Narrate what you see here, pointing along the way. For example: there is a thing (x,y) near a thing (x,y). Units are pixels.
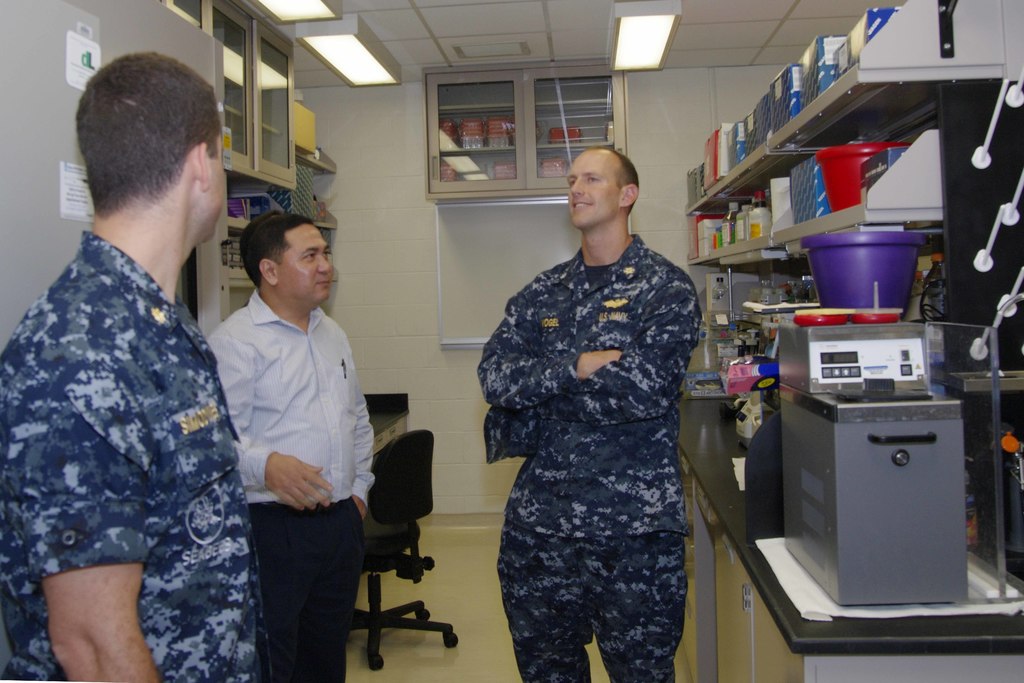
This picture is clicked inside the room (337,201). Here, we see people (671,462) standing. On the right corner of the picture (784,446), we see a table (734,431) on which machine (811,490) and plastic covers (742,377) are placed. Beside that, we see a rack (811,126) in which many plastic boxes (794,219) and red and purple color bowls (842,252) are placed. On the left corner of the picture (223,119), we see cupboard (270,103), table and chair (376,543). In the background (440,273), we see a white wall (434,289) and board (552,265) and we even see a cupboard (512,137). At the top of the picture (492,6), we see the ceiling (438,54) of the room (492,6).
